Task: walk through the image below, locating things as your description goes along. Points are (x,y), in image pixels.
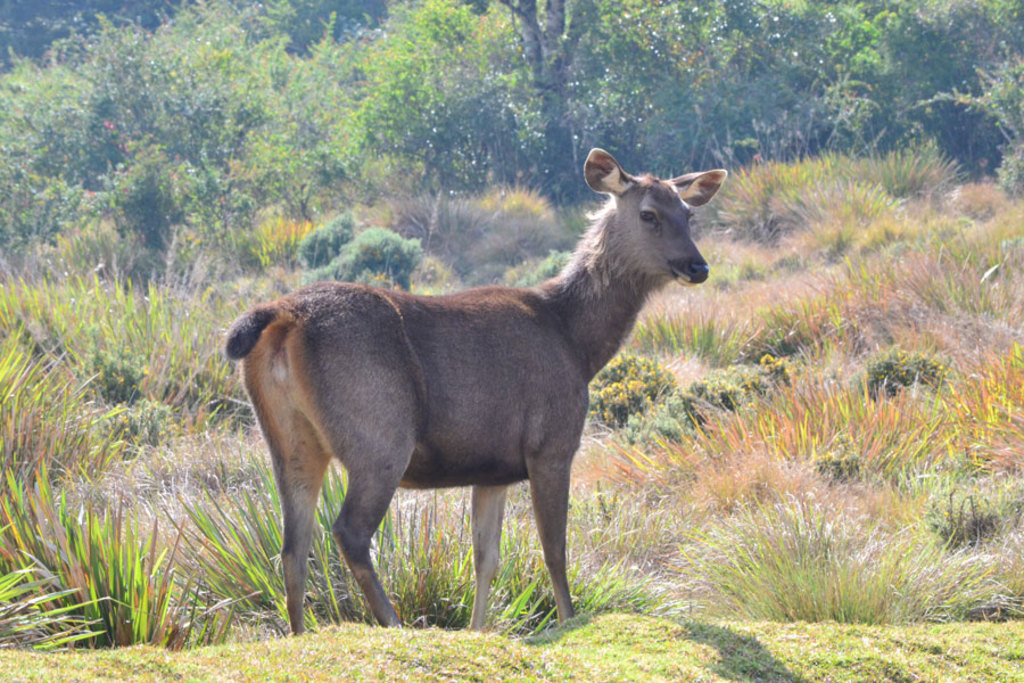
In this image we can see a deer (423,450), there are some trees (549,158), plants (536,580), grass (173,680).
